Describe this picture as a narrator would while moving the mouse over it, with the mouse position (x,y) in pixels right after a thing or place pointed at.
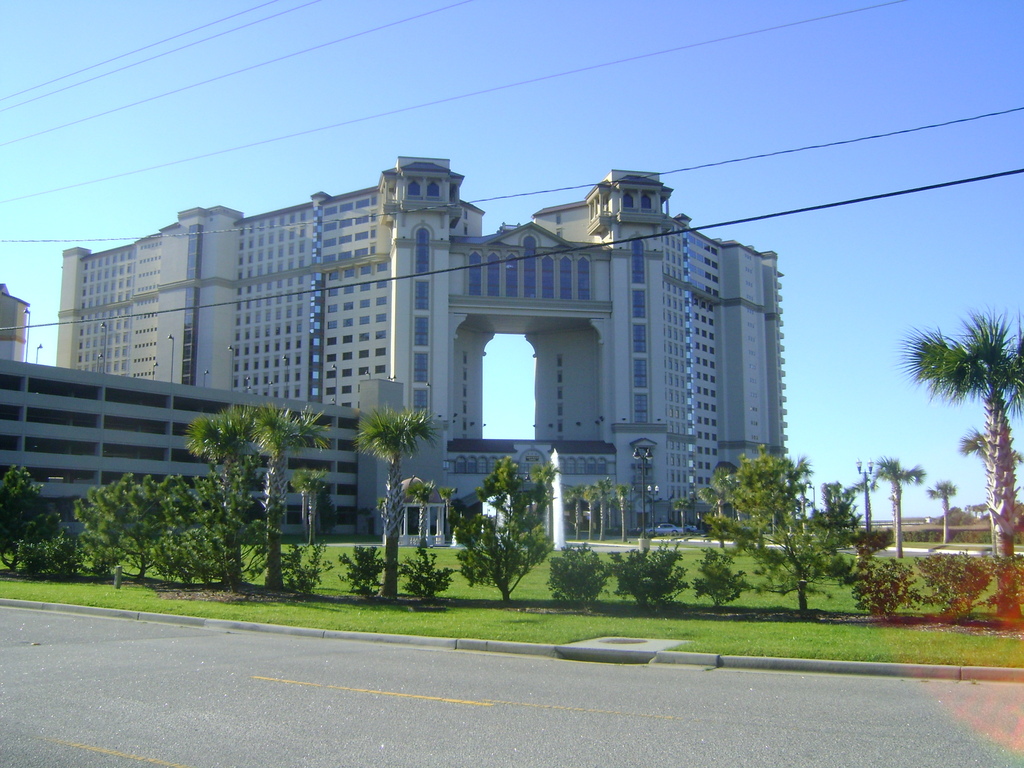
In this picture I can see road (93,754), there are plants (191,564), trees (600,513), poles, lights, there are buildings (627,206), cables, and in the background (594,100) there is sky (355,64).
